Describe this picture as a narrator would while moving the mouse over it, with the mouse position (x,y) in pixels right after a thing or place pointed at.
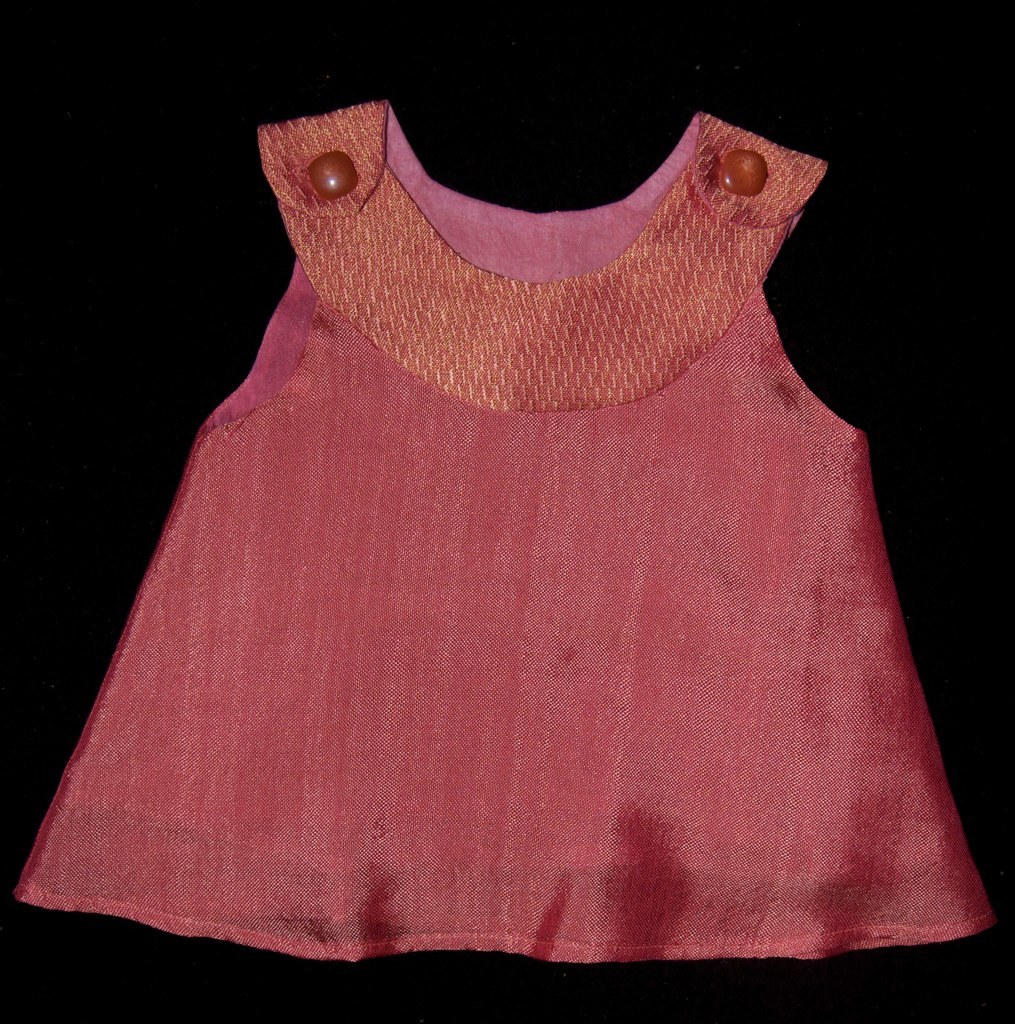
In this image I can see a frock (300,322) in pink color and I can see a dark background (963,655).
